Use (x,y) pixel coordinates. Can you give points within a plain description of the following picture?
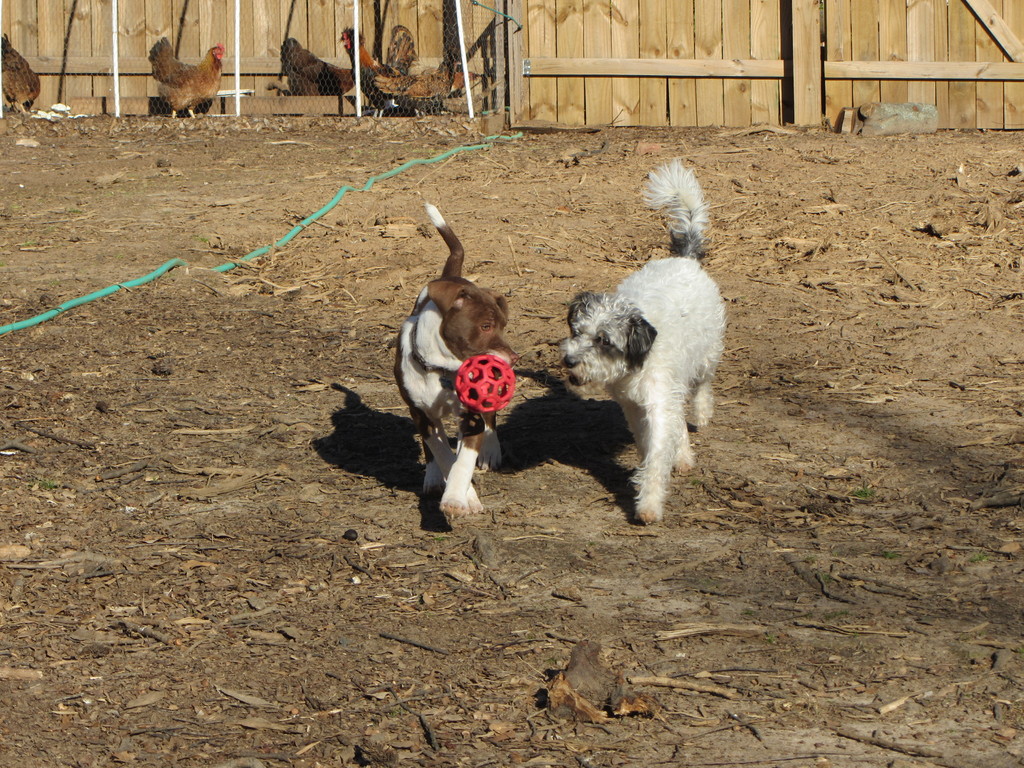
In this image there are dogs (640,315) on a land (368,309), in the background (172,70) there are hens (156,56) and there is a wooden fence (651,23).
